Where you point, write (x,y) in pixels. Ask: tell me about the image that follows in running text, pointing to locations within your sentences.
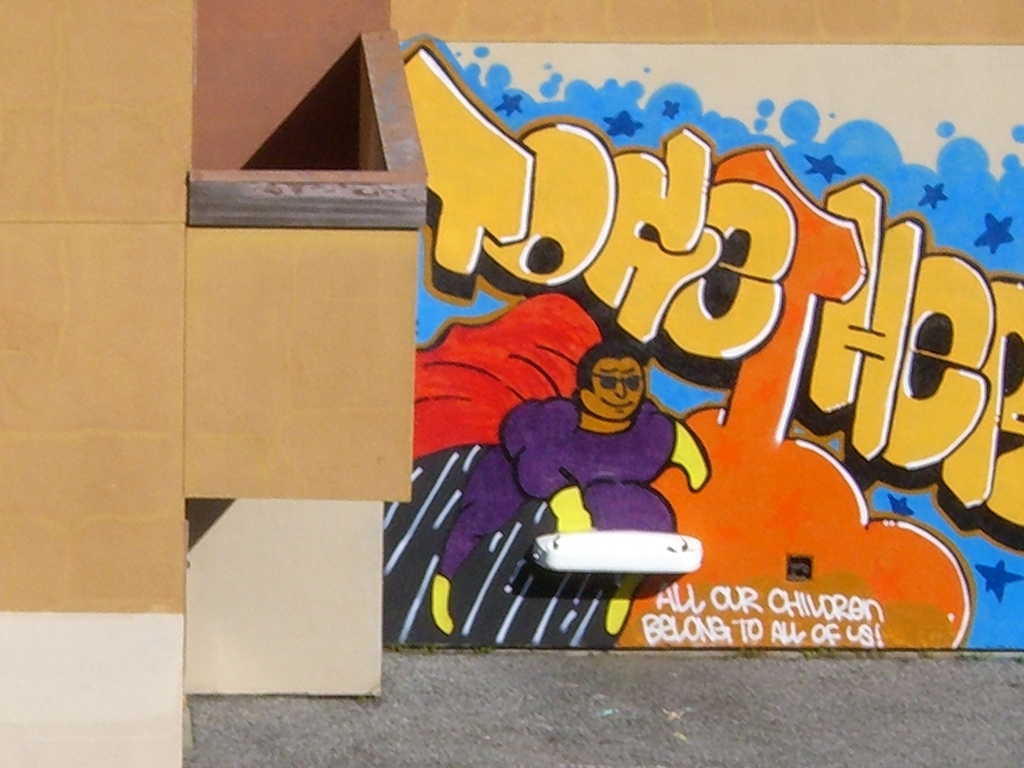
In this image I can see the wall painting (459,116). To the left (183,420) I can see the board (139,471). In the painting (561,317) I can see the text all our children belong to all of us is written on it. And the painting (679,377) is colorful. I can also see the person (543,409) in the painting (561,405).
